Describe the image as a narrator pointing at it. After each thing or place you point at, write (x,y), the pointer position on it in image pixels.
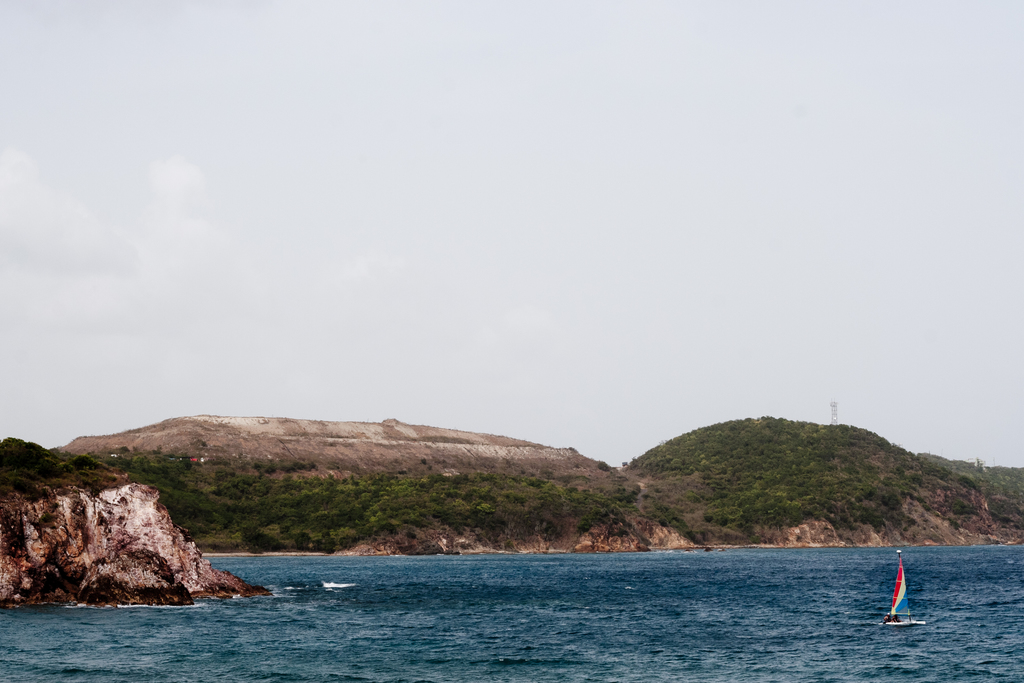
In this picture we can see trees (312,490) and mountains (383,498). In the bottom right corner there is a boat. At the top (625,123) we can see sky (530,110) and clouds (400,94). At the top of the mountain (839,440) there is a tower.
